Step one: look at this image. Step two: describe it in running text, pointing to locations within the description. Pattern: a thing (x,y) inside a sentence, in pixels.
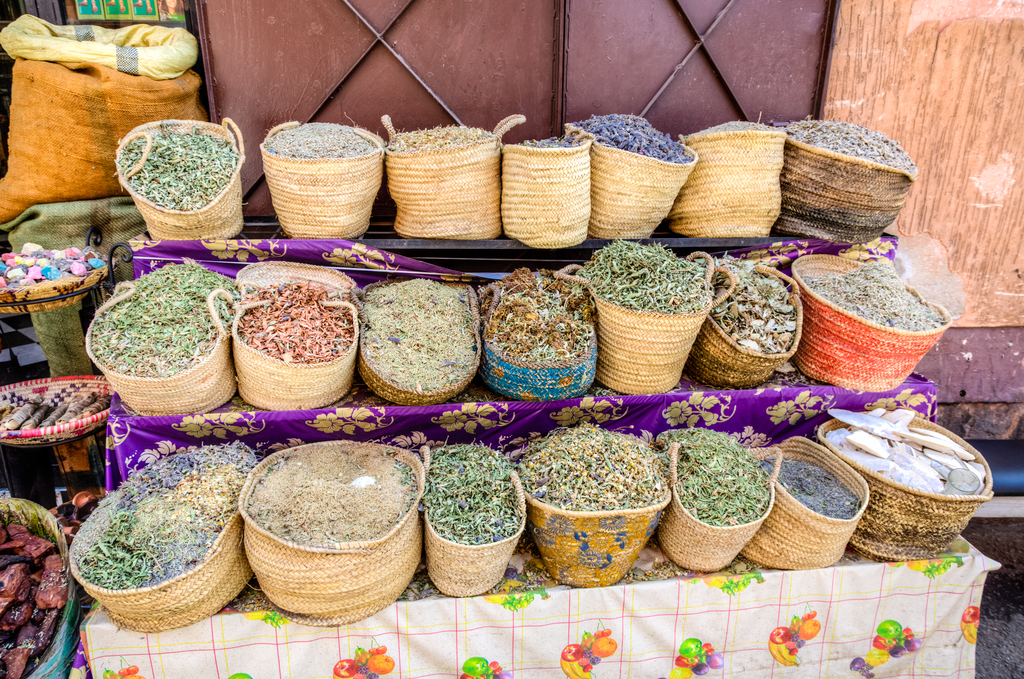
In this image there are tables (521,601) on which there are cloths (454,620). On the table (454,620) there are bags (522,484) in which there are different kind of seeds (292,317) and some food stuff (679,290). At the top (497,60) there are metal doors (626,83). On the left side (75,160) there are sack bags (59,221) kept one above the other. On the right side (929,105) there is a wall (946,88).
